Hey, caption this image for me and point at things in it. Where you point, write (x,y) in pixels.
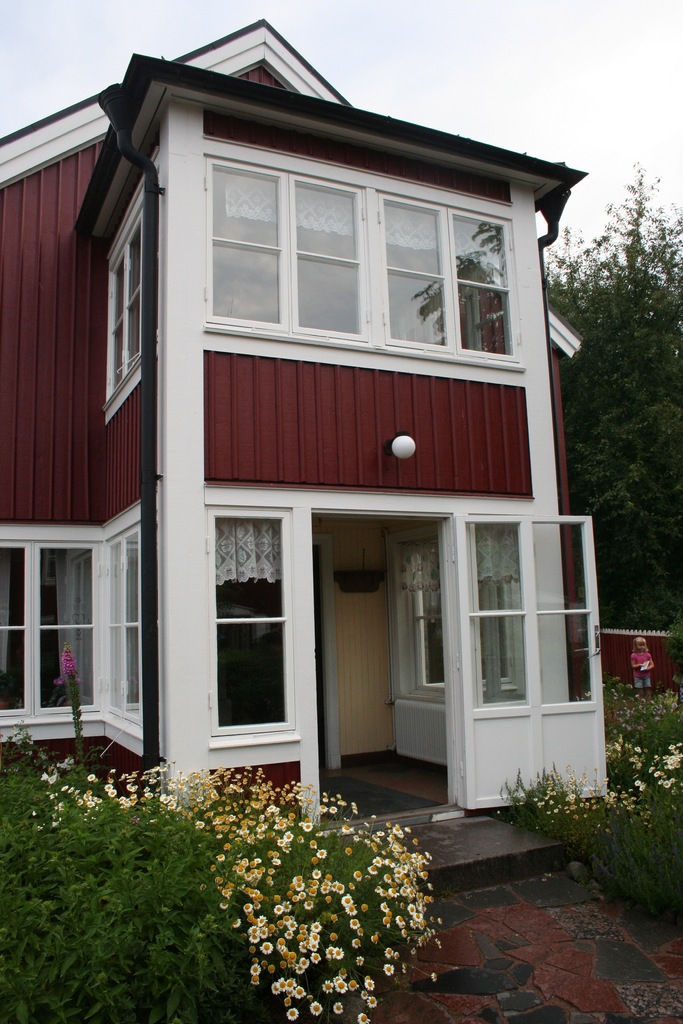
In this image there is a house (208,359) to that house (190,523) there are glass windows (391,216) and a door (541,558) in front of the house (352,729) there are plants (638,742), in the background (649,695) there is a kid (649,670) standing near a wall (649,636) and there is a tree (647,400).
